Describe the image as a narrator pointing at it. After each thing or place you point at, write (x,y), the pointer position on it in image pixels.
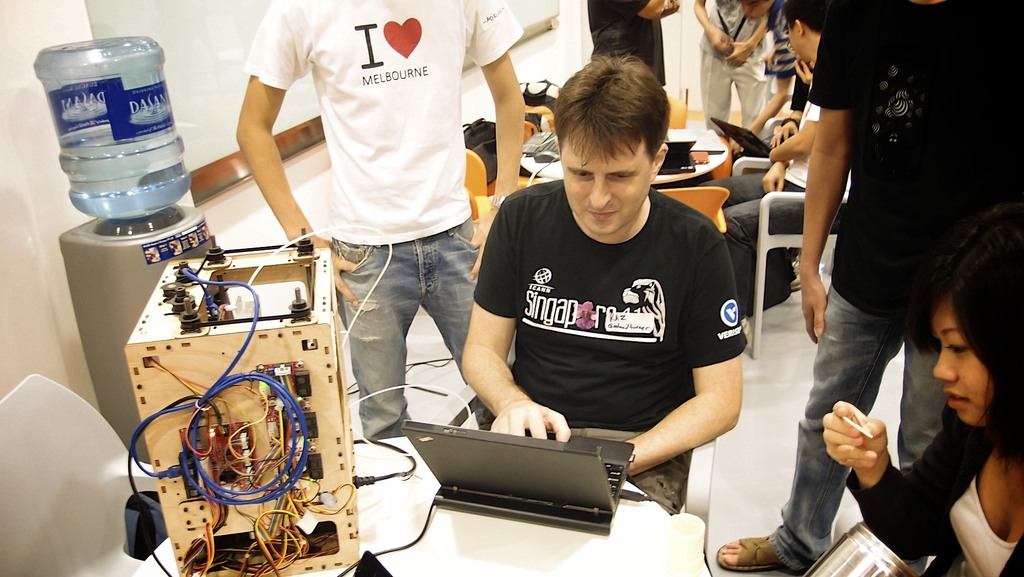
In front of the picture we can see two persons (896,541) sitting on chairs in front of a table (451,549) and on the table (362,527) we can see electronic device (294,456), laptop (487,483). This man (600,432) is looking into the laptop (557,466). On the background we can see few persons (771,53) standing. This is water bottle (141,181). Here we can see persons (761,181) sitting on chairs (772,243) in front of a table (722,157) and on the table (718,157) we can see laptops (750,144) and on the chairs (479,185) there are bags (488,168).
